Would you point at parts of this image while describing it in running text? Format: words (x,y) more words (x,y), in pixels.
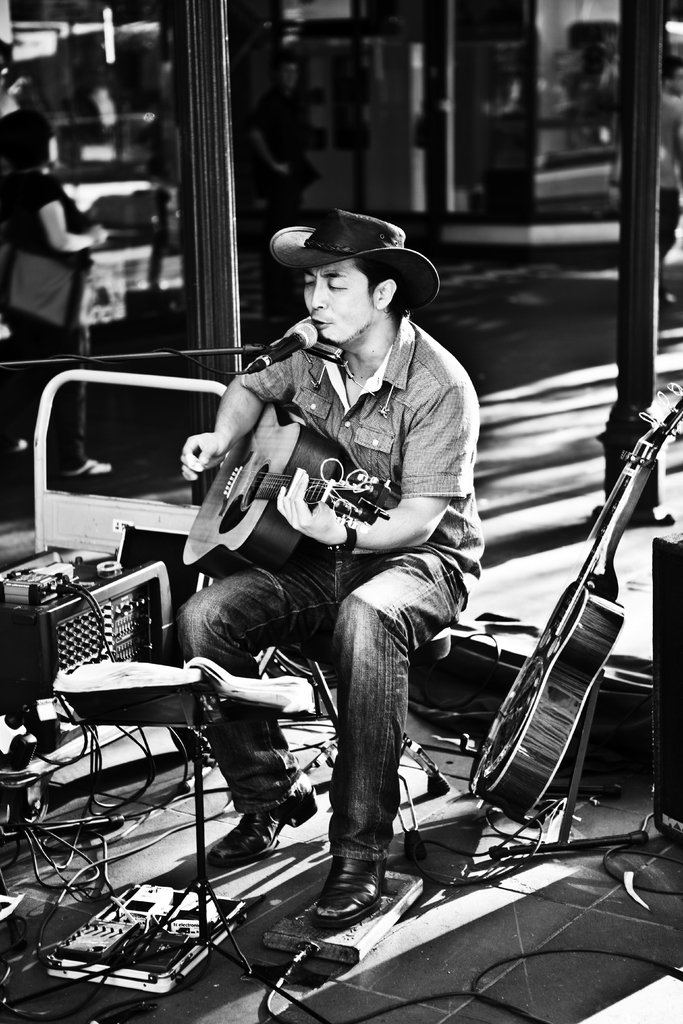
There is a man (191,602) sitting on a chair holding a guitar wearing a hat (418,302) singing in a microphone (298,341) beside him there is another guitar (509,717).
